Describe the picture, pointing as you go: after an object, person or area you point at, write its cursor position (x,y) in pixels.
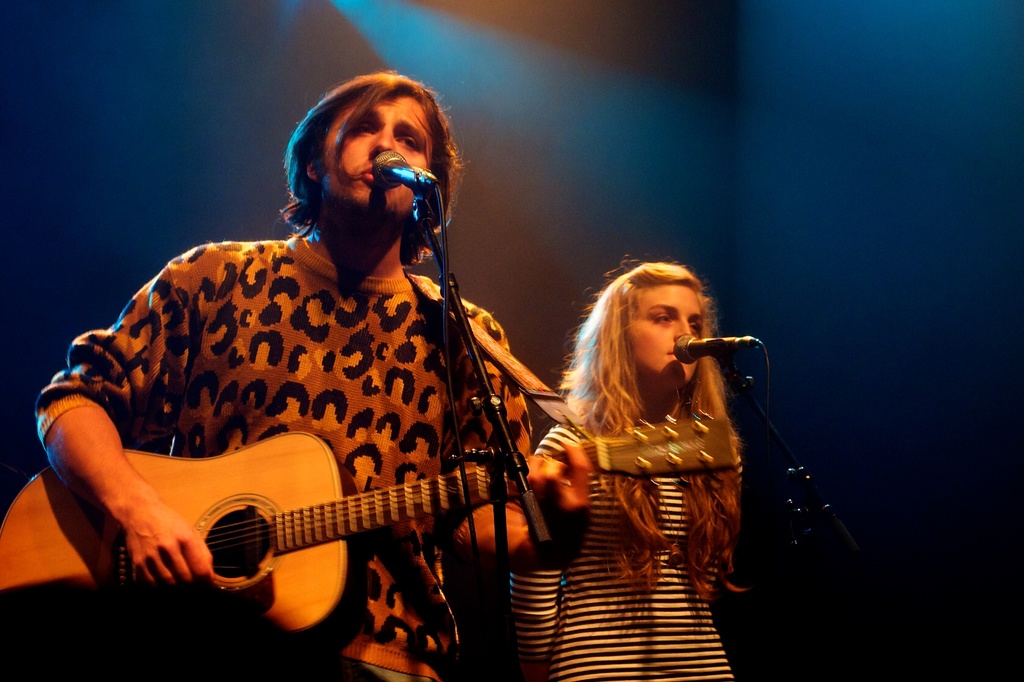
There is a man (262,364) in this picture playing a guitar (220,516) in his hands (191,541). Woman (668,359) is singing in front of a mic (722,348) and a stand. In the background (385,64) there is a wall (273,96).
